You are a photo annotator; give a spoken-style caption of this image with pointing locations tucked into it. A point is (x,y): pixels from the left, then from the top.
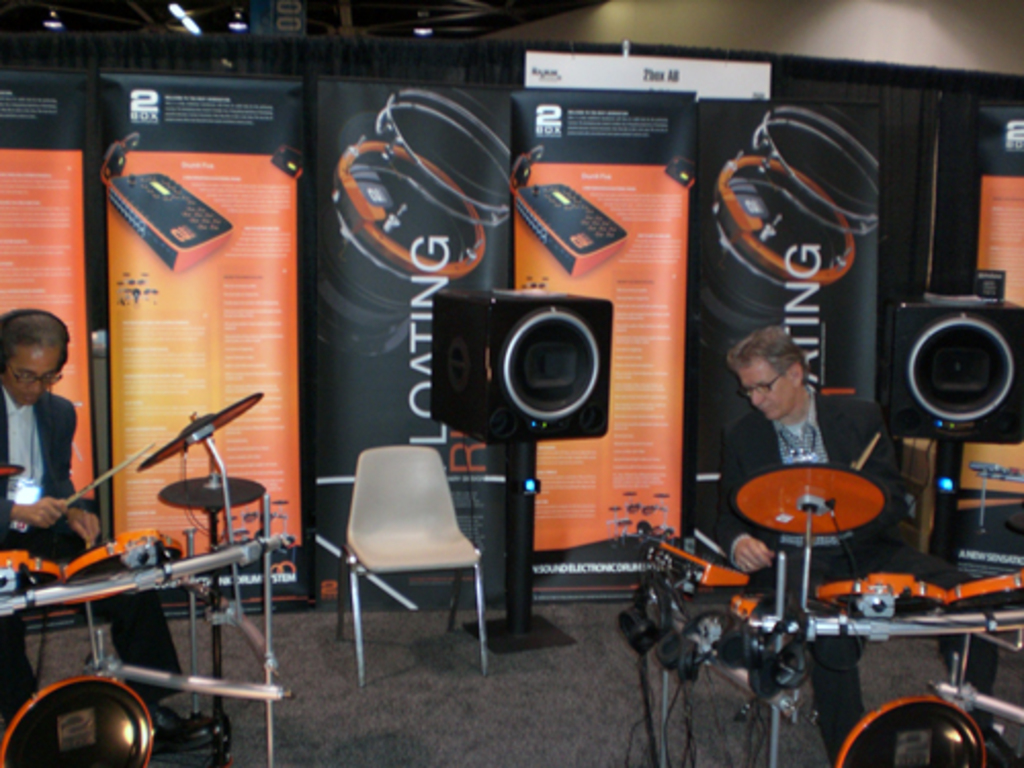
Two persons (764,414) on the left (276,545) and right are playing drums (870,581). Person (51,416) on the left (42,430) is wearing a specs (53,379) and headphones (59,332). In the background (360,540) there is chair (410,514), two speakers (562,379) and a banner (423,202) on the wall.
